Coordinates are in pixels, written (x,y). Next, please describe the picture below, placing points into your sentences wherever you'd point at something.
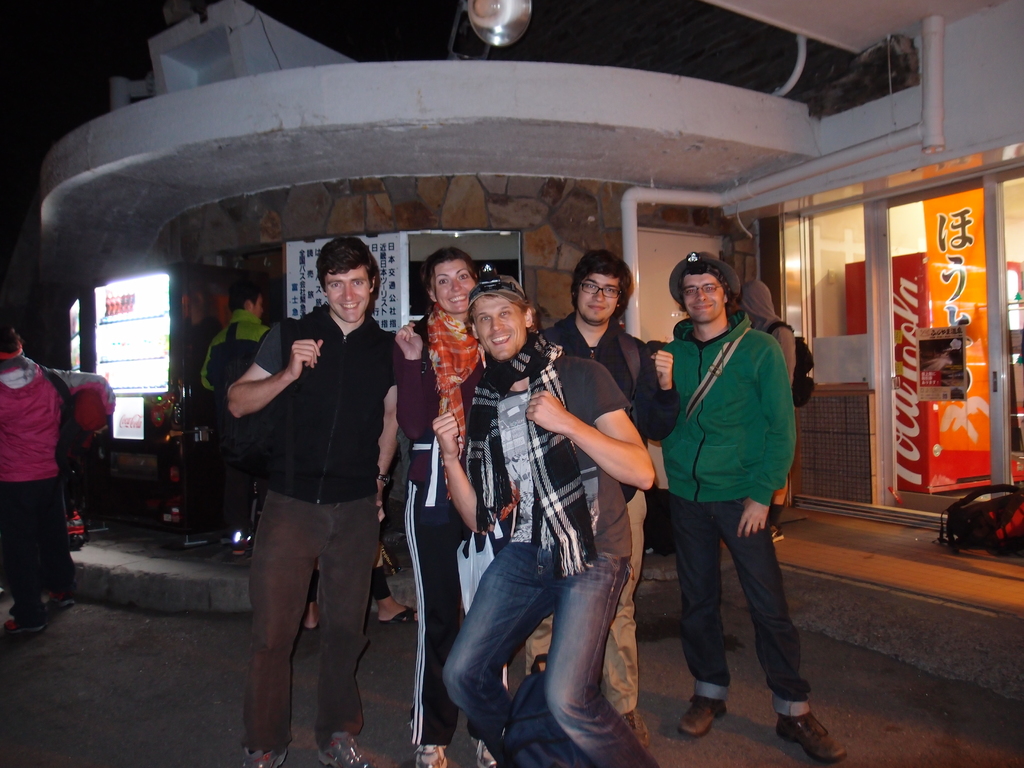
In this image we can see few people (608,367) standing in front of a building (663,221) and posing for a photo. There is a person (19,554) holding a bag (65,442) at background (41,466). we can see a person (702,377) wearing a cap (708,260) and holding a bag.
